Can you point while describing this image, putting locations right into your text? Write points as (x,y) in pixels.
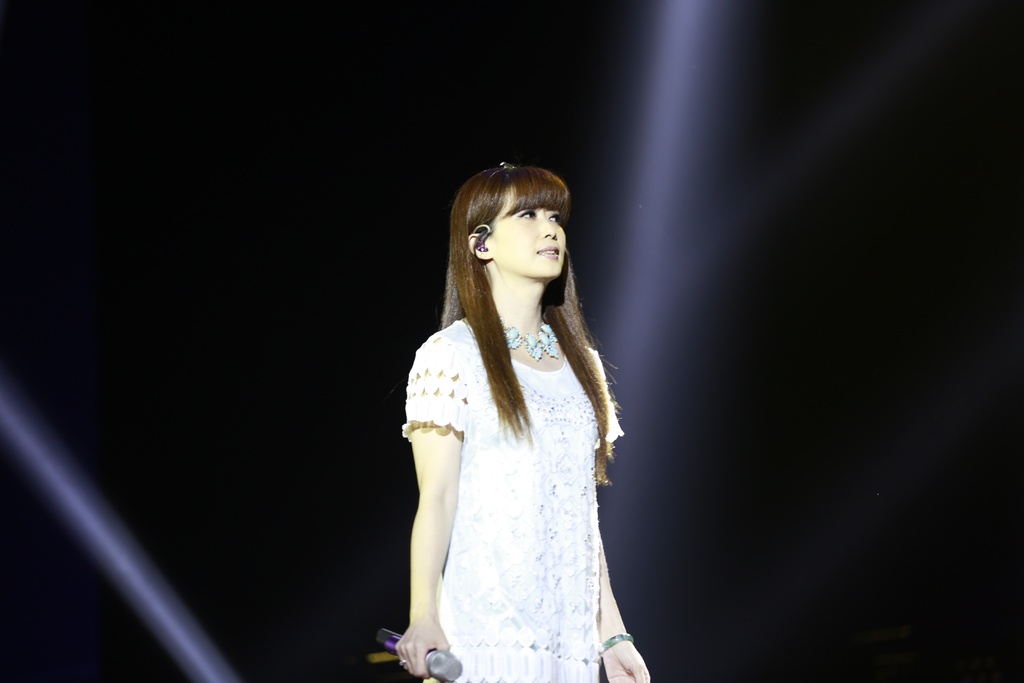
In this image I can see a woman (476,440) standing and holding a mic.
